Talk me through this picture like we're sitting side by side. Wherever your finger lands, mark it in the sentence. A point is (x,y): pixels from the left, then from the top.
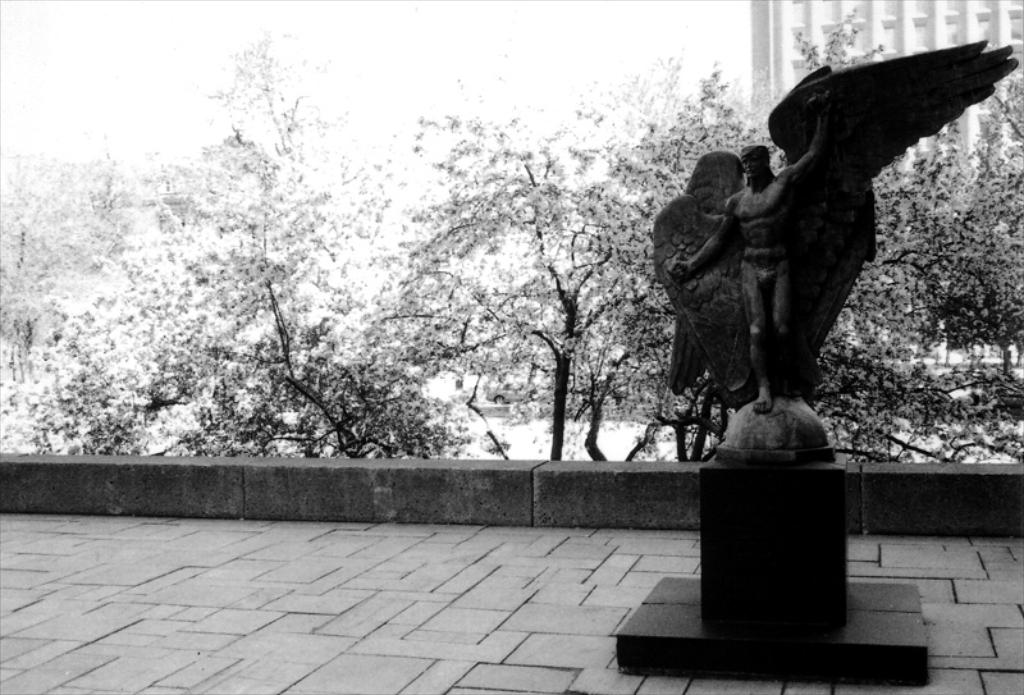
There is a black statue (754,270) holding wings (735,281) in his hand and in background (636,167) there are trees (429,230) and a building (794,56).
